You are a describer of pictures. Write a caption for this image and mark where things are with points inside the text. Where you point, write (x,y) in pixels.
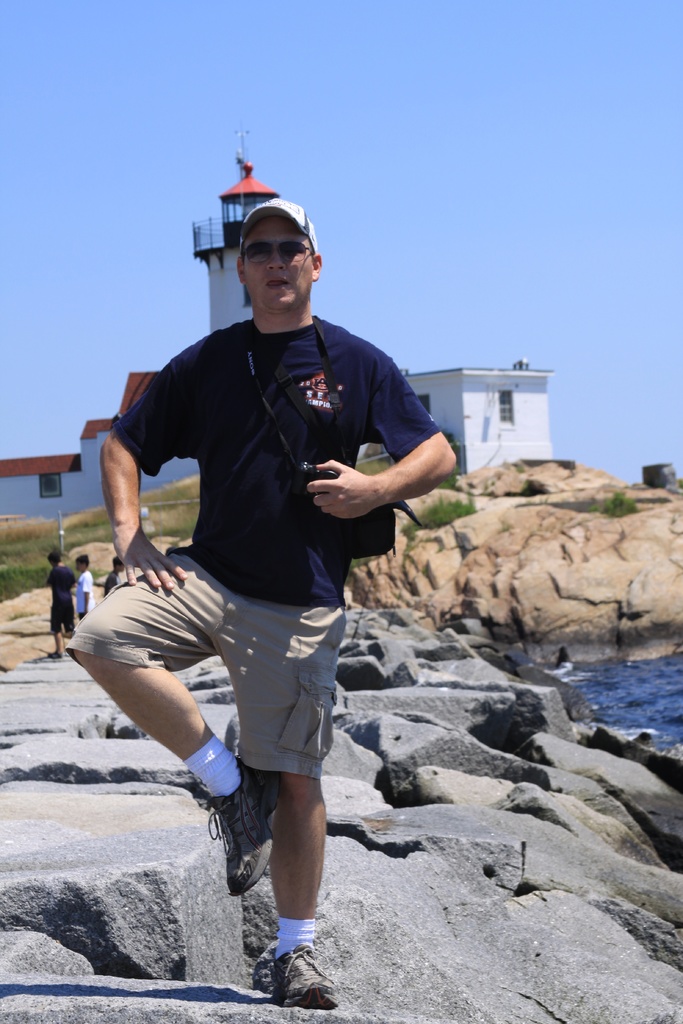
In the given image i can see a person (150,697) standing on the stones (442,887) and i can also see buildings (450,414), people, rocks (176,845) and sky (257,109).
